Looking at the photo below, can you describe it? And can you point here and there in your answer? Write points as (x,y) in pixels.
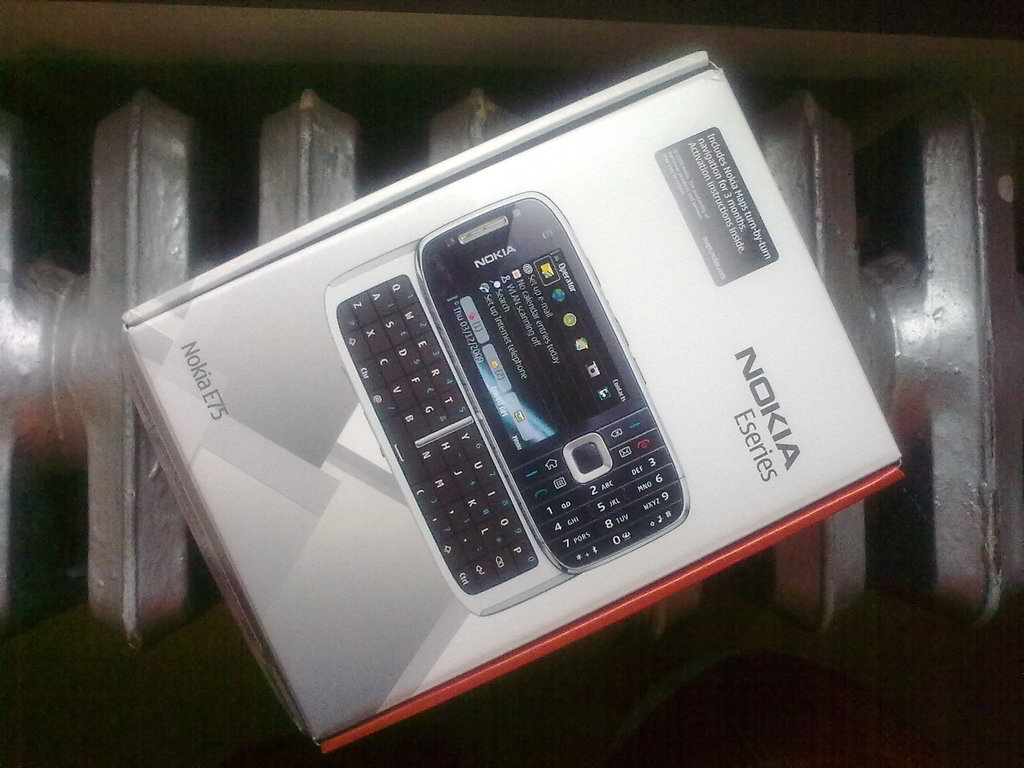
In this image there is a box (501,354) on the surface (270,162), there is a mobile phone (487,392) printed on the box (486,486), there is text (187,356) on the box (748,351).
